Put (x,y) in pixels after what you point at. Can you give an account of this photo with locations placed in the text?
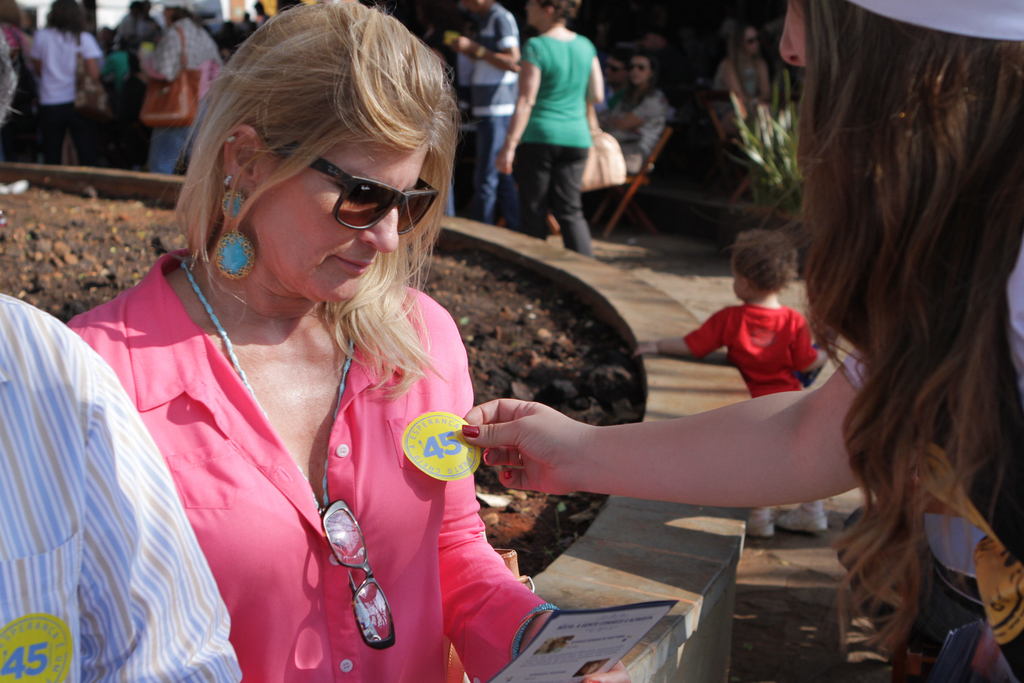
On the left (134,531) we can see a person (134,517) and a woman (318,280) is holding a paper (530,648) in her hand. In the background (150,42) there are few persons (160,26) and among them few are carrying bags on their shoulders (580,47) and we can also see few are sitting on the chairs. On the right (693,340) we can see a kid (803,321) standing on the ground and there is a woman (524,460) standing.
